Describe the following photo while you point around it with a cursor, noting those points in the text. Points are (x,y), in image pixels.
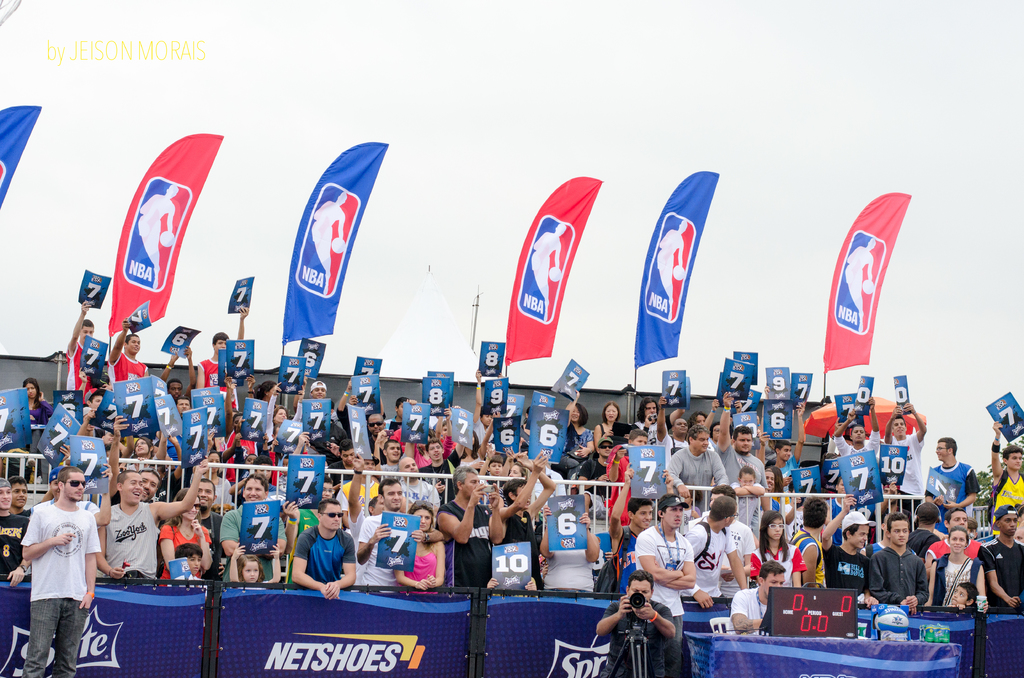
In this picture there are people (123,344) in the center of the image (481,391), by holding number posters (423,398) in their hands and there is boundary (118,603) at the bottom side of the image (116,616).
